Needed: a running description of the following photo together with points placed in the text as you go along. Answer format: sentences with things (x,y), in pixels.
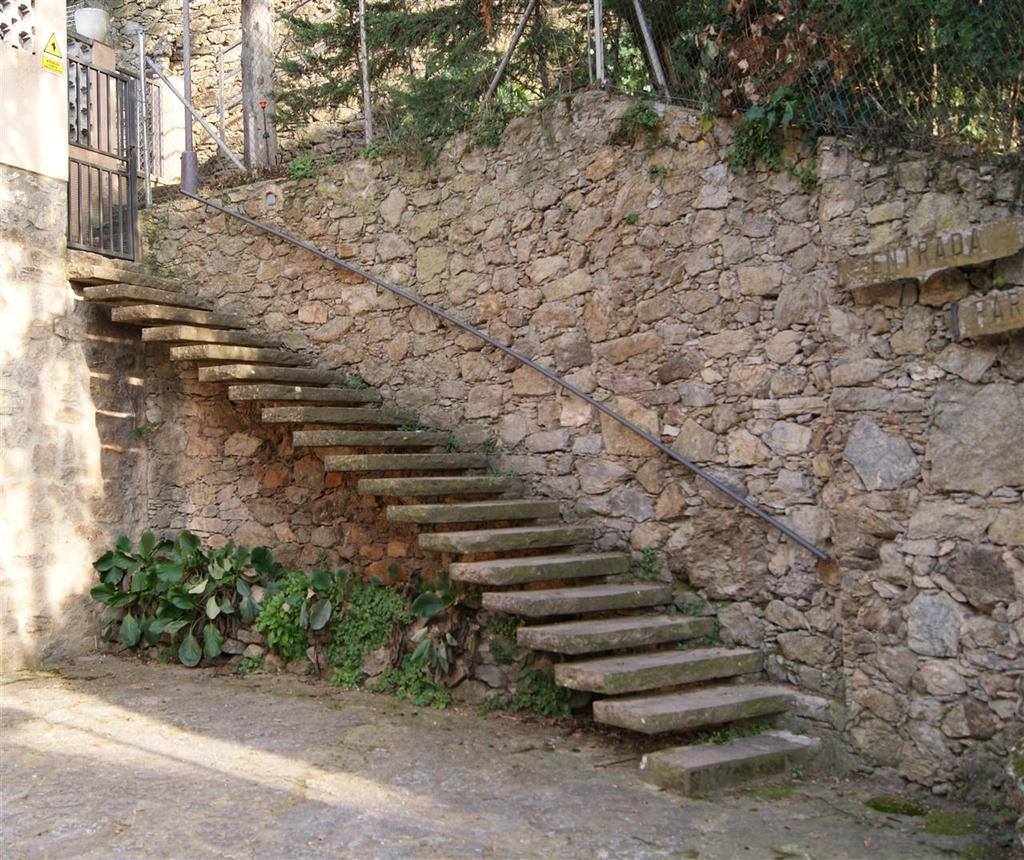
In this image I can see the stairs (336,417) to the wall (651,415). Under the stairs (186,316) there are some plants (264,630) on the ground (231,687). On the top of the image (258,115) there are some trees (871,57) and there is a gate (93,173).
